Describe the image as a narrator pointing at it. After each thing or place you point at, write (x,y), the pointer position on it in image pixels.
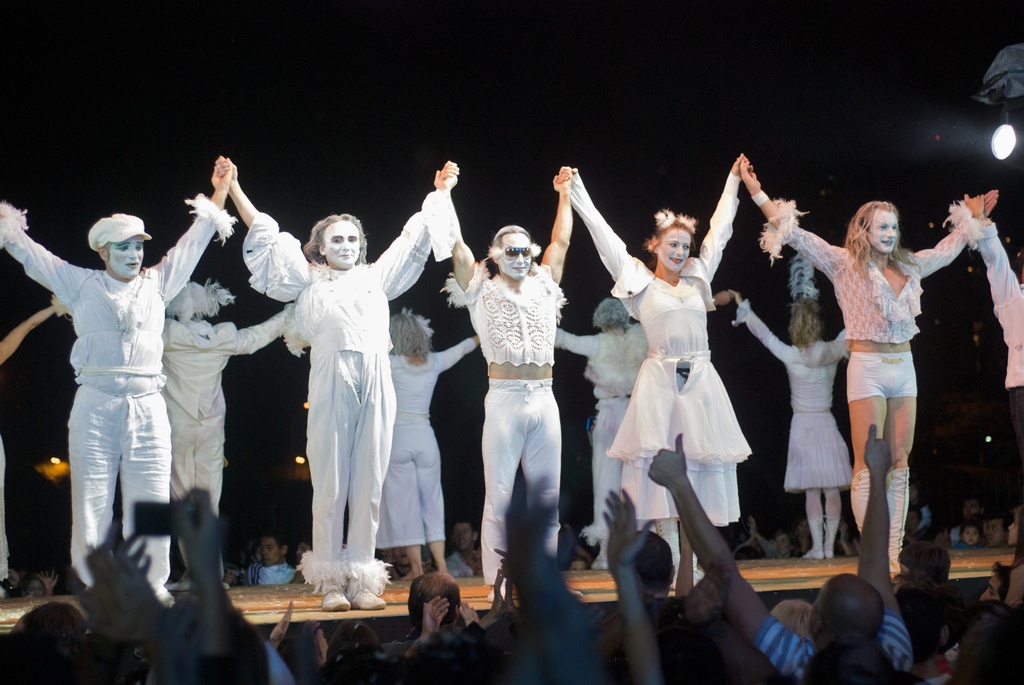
In this picture we can see people (122,328) wearing costumes (848,304) and standing on the stage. They all are holding and raising their hands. We can see the crowd (193,682). Background (957,276) portion of the picture is dark. We can see lights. In the front (172,675) portion of the image we can see few people (172,675) are raising their hands (634,527) and one person (172,675) is holding an object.
